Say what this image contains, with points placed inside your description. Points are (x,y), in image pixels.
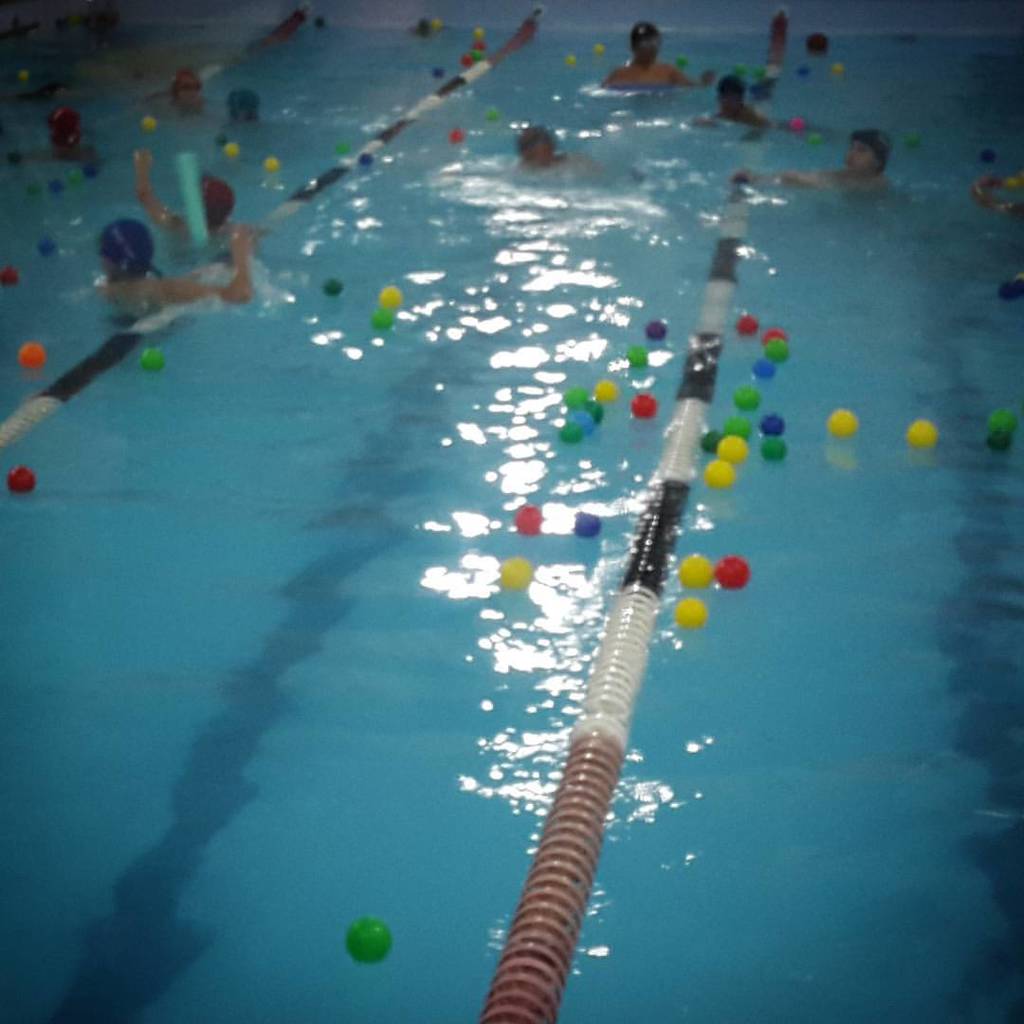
This is a picture of a swimming pool (427,251) where so many people (220,232) are swimming and on the surface of water (731,489) some balls (738,417) are present.
